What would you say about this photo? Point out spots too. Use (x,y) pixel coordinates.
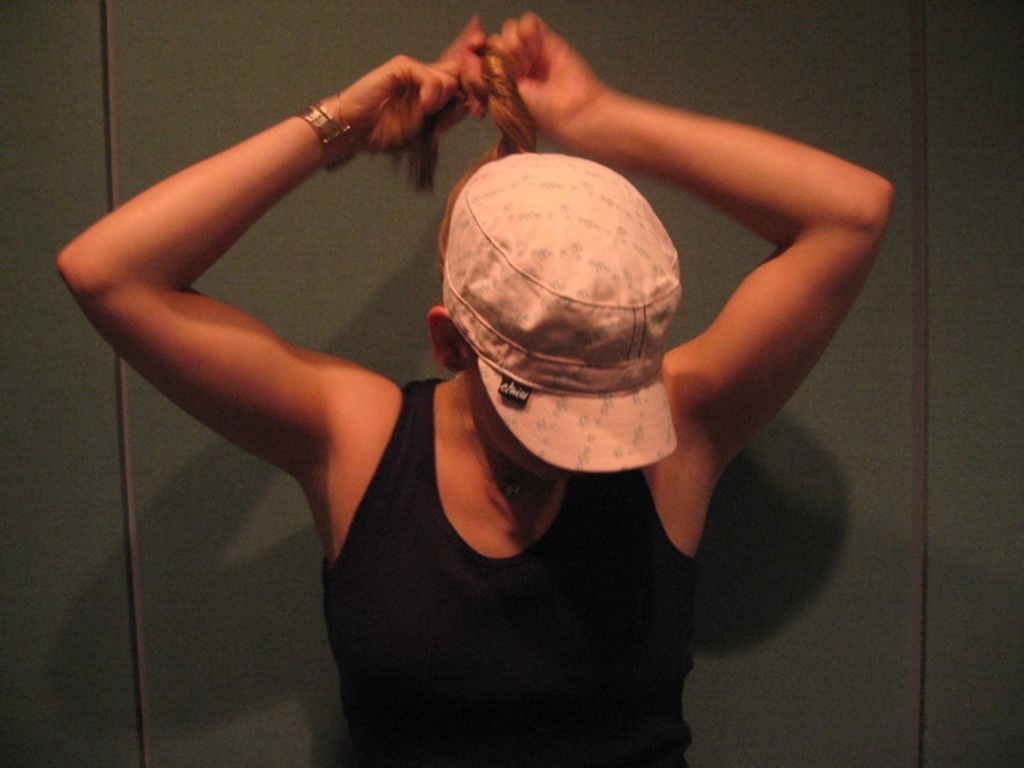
In this picture we can see a woman (497,450). Background (199,130) is green in color.
